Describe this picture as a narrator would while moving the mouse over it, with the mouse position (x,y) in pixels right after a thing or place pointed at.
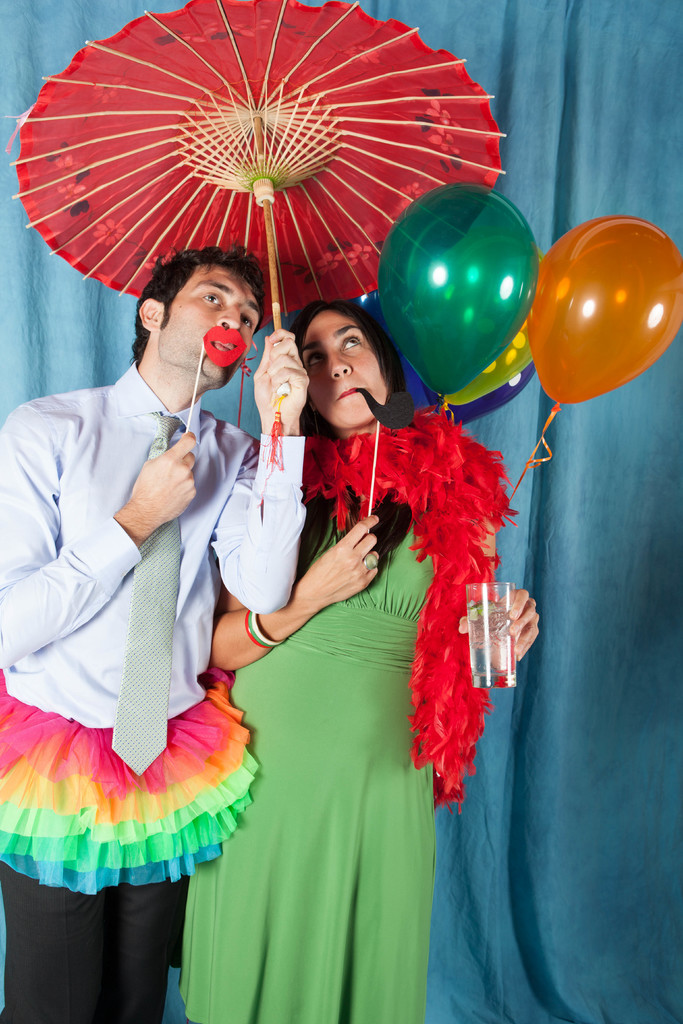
In this image in the front (170,623) there are persons (196,641) standing and the woman (243,626) standing on the right side (463,676) is holding balloons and a glass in her hand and the man (133,568) standing on the left side (116,549) is holding an umbrella (283,237) which is red in colour. In the background (567,541) there is a curtain (539,608) which is blue in colour.
